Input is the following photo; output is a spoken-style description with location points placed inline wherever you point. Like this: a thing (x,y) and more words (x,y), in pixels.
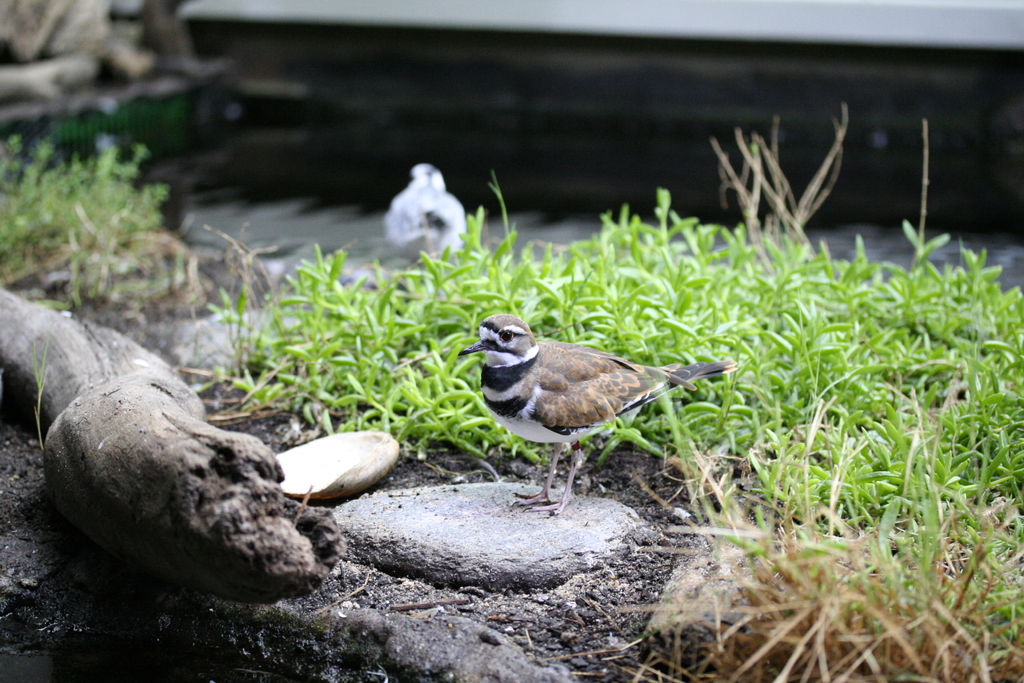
In this image in the center (497,386) there is one bird (518,403), at the bottom (929,630) there is some grass (456,443) and in the background (404,221) there is another bird (438,193) and some objects (85,100).
